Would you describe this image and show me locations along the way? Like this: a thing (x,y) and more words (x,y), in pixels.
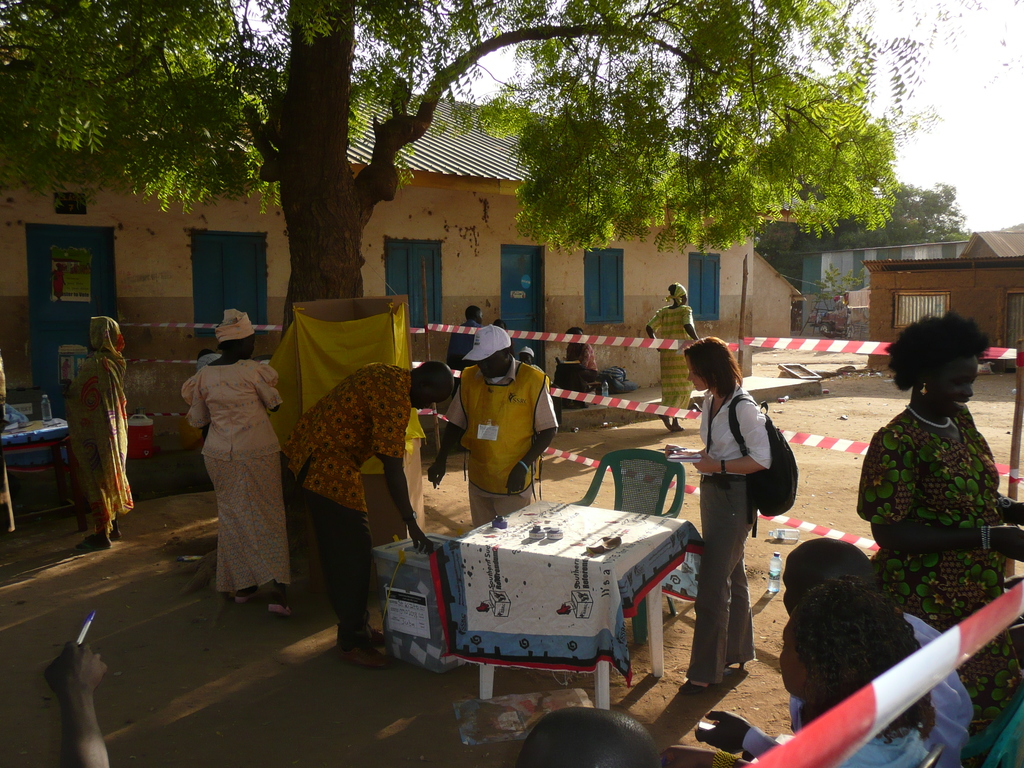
In this image there is a group of person (860,652). There is a woman (713,380) who is wearing a white shirt (757,434) and a bag (782,474). On the table (583,531) which contains a cloth (623,567) and some objects (607,543). There is a green color chair (626,470). On the top (325,128) we can see a tree (675,4). On the background (437,221) there is a building (490,244), in-front of the building (412,242) there is a door (534,313) and windows (617,292).
